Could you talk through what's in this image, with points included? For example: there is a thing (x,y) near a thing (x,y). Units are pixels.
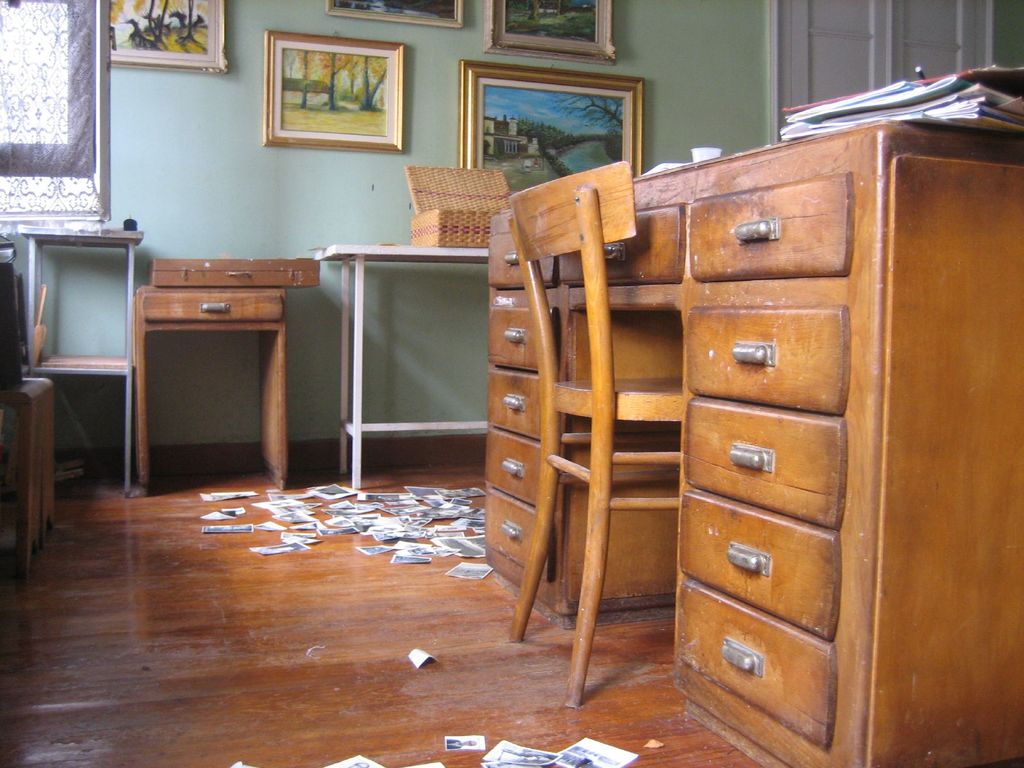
In this picture there are a number of drawers (808,321) attached to the table (797,249) and there is a chair (590,468). On the table (917,178) we can find files (879,99) and note books (916,105) and onto the left side (249,228) we have a wall (259,168) placed with a photo frame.
